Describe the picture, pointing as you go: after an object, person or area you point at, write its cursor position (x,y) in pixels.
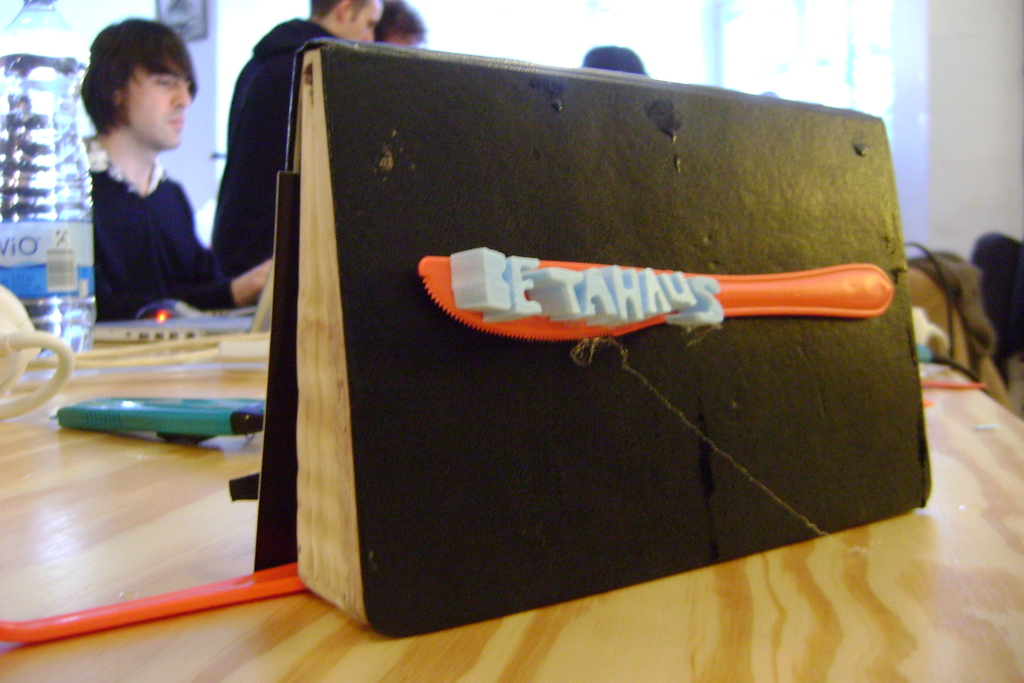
In this image there is a book (632,110) on the table (221,643) having a knife (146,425), bottle (12,269) and few objects (139,349) are on it. Behind it there are few persons (281,119). Top of image (205,11) there is a window (222,81) to the wall (206,89) having picture frame (179,20) attached to it.
